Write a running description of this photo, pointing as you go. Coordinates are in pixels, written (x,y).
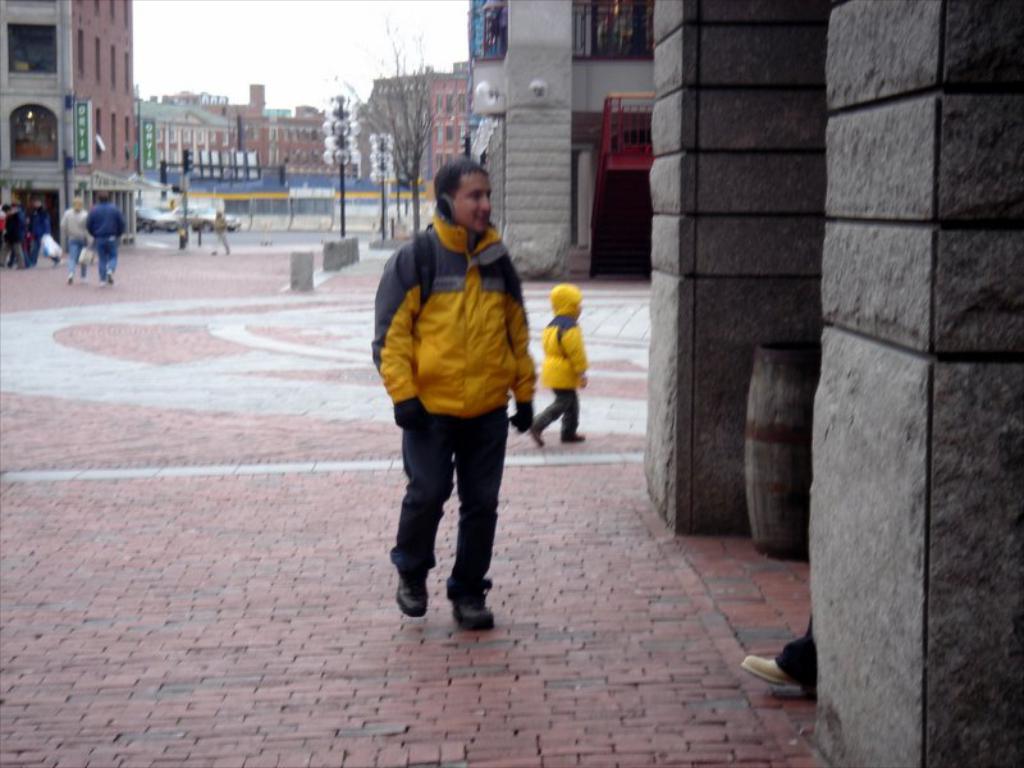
This picture is clicked outside the city. At the bottom (312,644), we see the pavement (372,633). In front of the picture, we see a man (486,413) in the yellow jacket (455,355) is walking. Behind him, we see a boy (568,337) in the yellow jacket (570,358) is walking. On the right side (695,174), we see the walls (858,226) in grey color which are made up of stones (738,222). Beside that, we see a garbage bin (769,481) and the leg (775,680) of the person (776,664). On the left side (98,217), we see two people (90,236) are walking. Beside them, we see the people (42,225) are standing. Behind them, we see a building (65,81) in white and brown color. Beside that, we see the traffic signals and poles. Beside that, we see a man (217,236) is walking. Behind him, we see the vehicles (205,213) are moving on the road (257,231). In the background (239,145), we see the trees (402,110), buildings (554,117) and poles (345,134). At the top (182,27), we see the sky (336,23).
